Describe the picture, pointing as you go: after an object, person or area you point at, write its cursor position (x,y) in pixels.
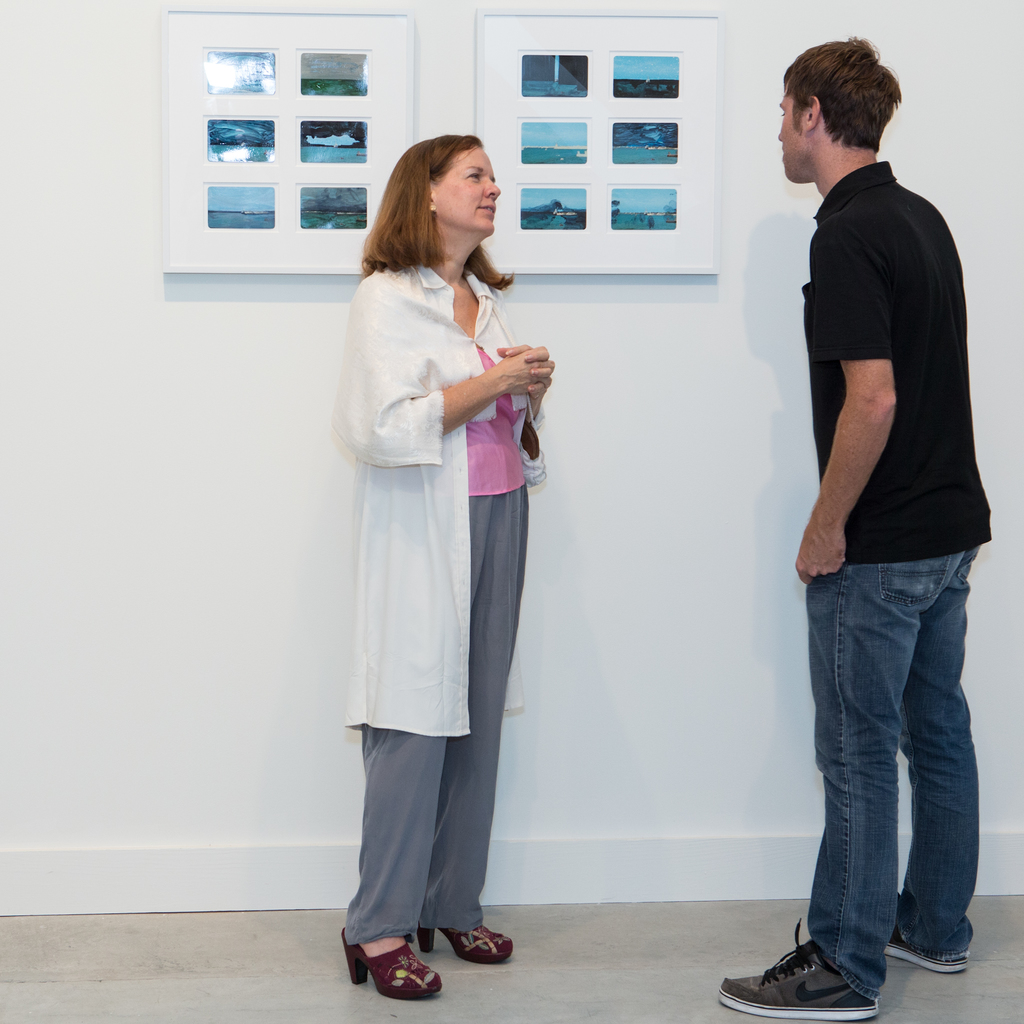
In the center of the image (463,431) there are two persons (811,382) standing. In the background of the image (96,375) there is wall (255,451). At the bottom of the image (679,964) there is floor (429,958).
